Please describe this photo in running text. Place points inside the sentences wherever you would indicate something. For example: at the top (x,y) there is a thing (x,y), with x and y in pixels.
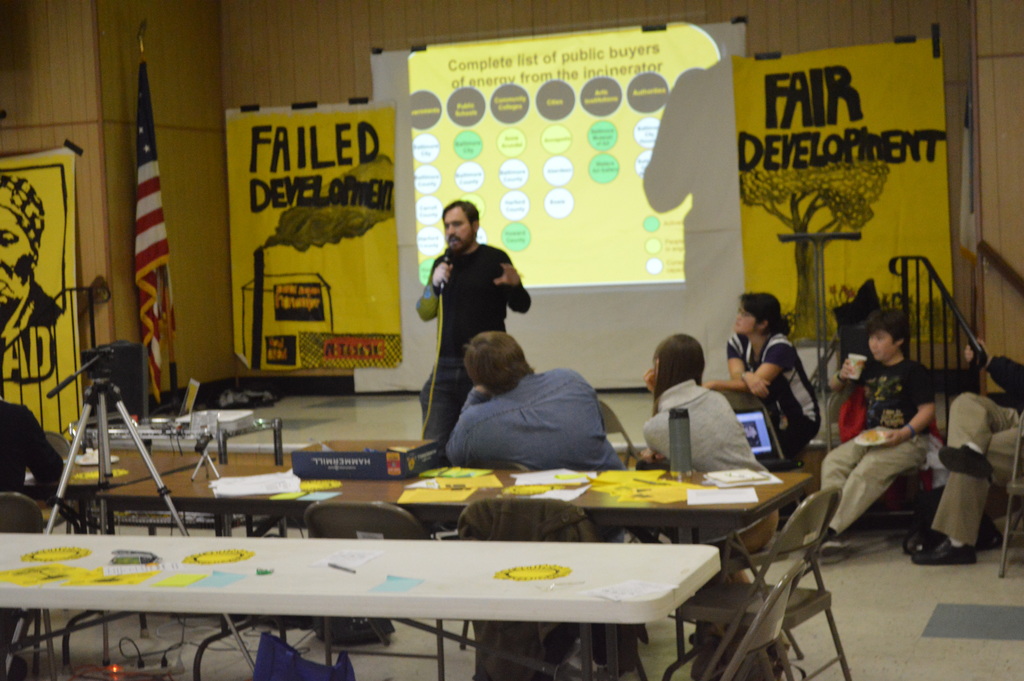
It looks like a workshop (372,313), there are lot of yellow color banners (386,206) in the image and also an american flag (153,139), a person (468,255) who is standing is speaking something behind him there is a projector (644,195) there are some tables (186,564) and upon the tables (562,487) there are some papers (218,480), the people (566,461) sitting in the chair (615,432) are paying attention to the man (467,309) who is speaking, in the background (359,25) there is a wooden wall (275,63).
